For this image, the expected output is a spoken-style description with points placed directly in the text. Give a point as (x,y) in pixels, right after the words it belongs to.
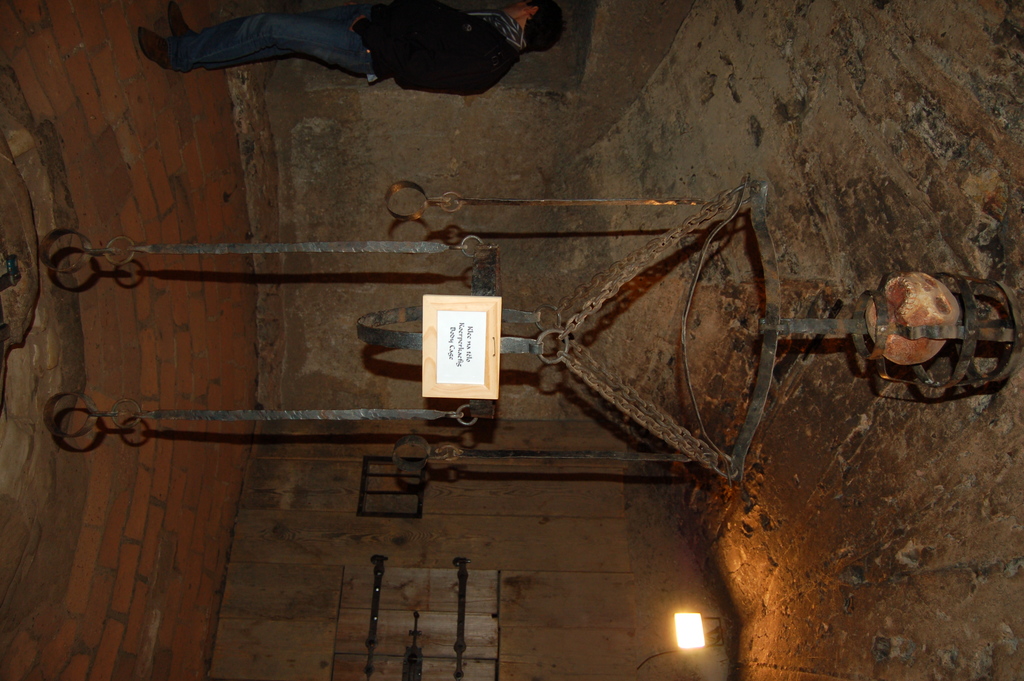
In this image we can see a person (445,86), there are some rods (488,283) and chains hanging to the roof (943,259), also we can see a door (409,603), light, skulls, there is a board (481,339) with some text (458,343) written on it.
